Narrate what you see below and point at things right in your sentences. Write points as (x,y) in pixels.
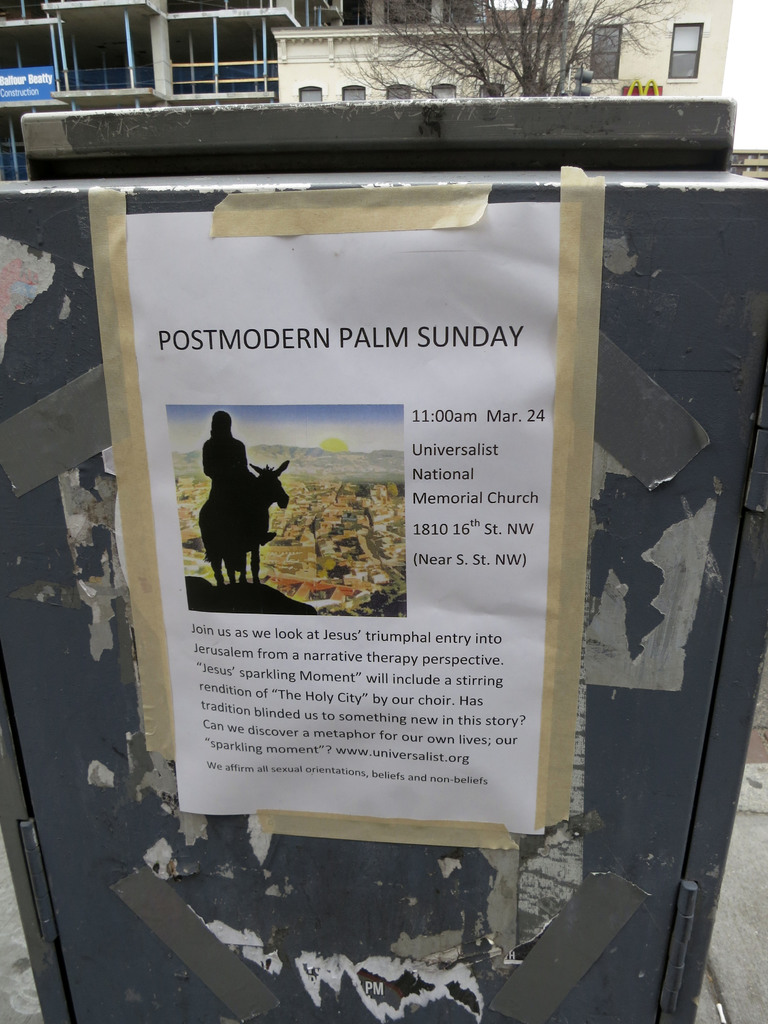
In this image, we can see a poster (301,704) on the box (614,764). In this poster (303,735), we can see some text (416,701), image (269,589). Top of the image (308,90), there are few houses (277,73), hoarding (27,93), tree (537,53), glass windows (307,94), pillars (156,70), poles (58,77) we can see.
